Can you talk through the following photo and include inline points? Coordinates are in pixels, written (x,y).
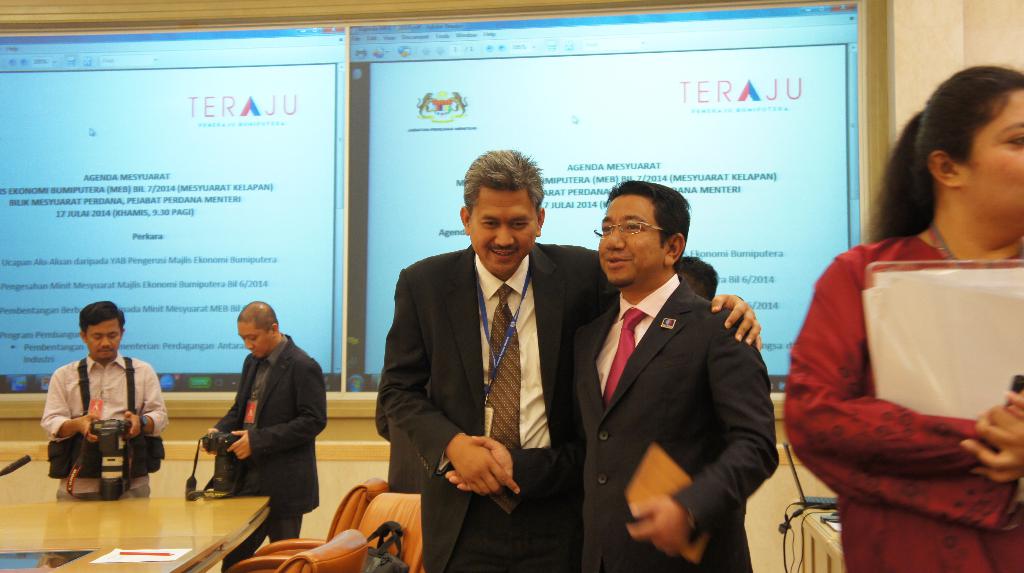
In this picture we can see a group of people (571,388) standing on the floor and there are two people (101,393) holding cameras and in front of the people (257,366) there is a table (151,525) and chairs (347,513). Behind the people (396,394) there is another table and on the table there is a laptop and cables (786,535), screen (457,163) and a wall (771,520).
